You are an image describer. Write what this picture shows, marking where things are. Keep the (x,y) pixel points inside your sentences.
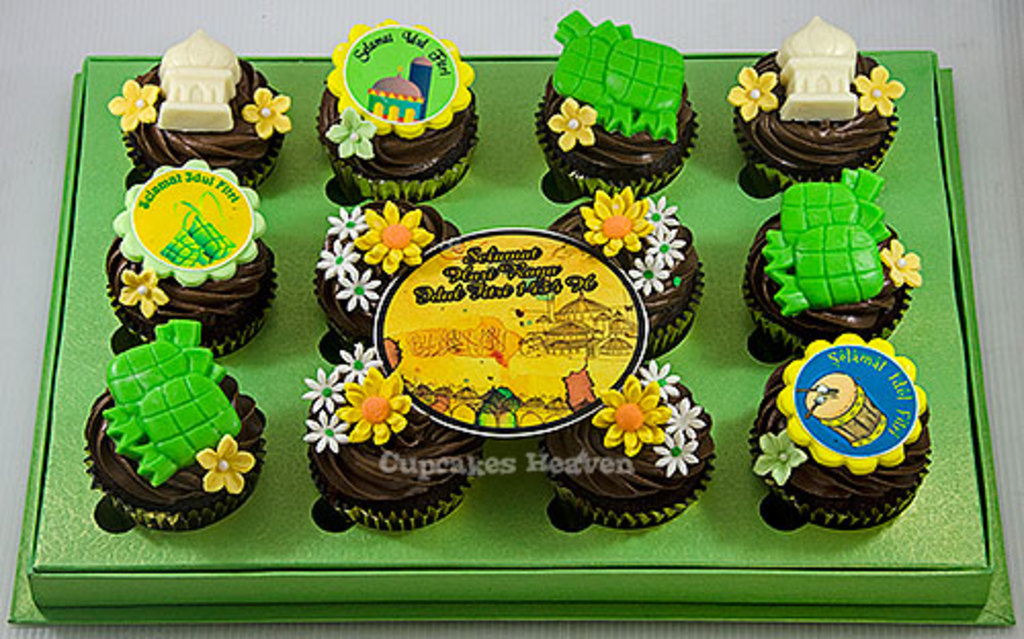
In this picture I see number of cup cakes (839,479) on which there are few things (672,117) and these cupcakes (457,166) are on the green color thing (104,206) and I see that it is white in the background (993,34).
